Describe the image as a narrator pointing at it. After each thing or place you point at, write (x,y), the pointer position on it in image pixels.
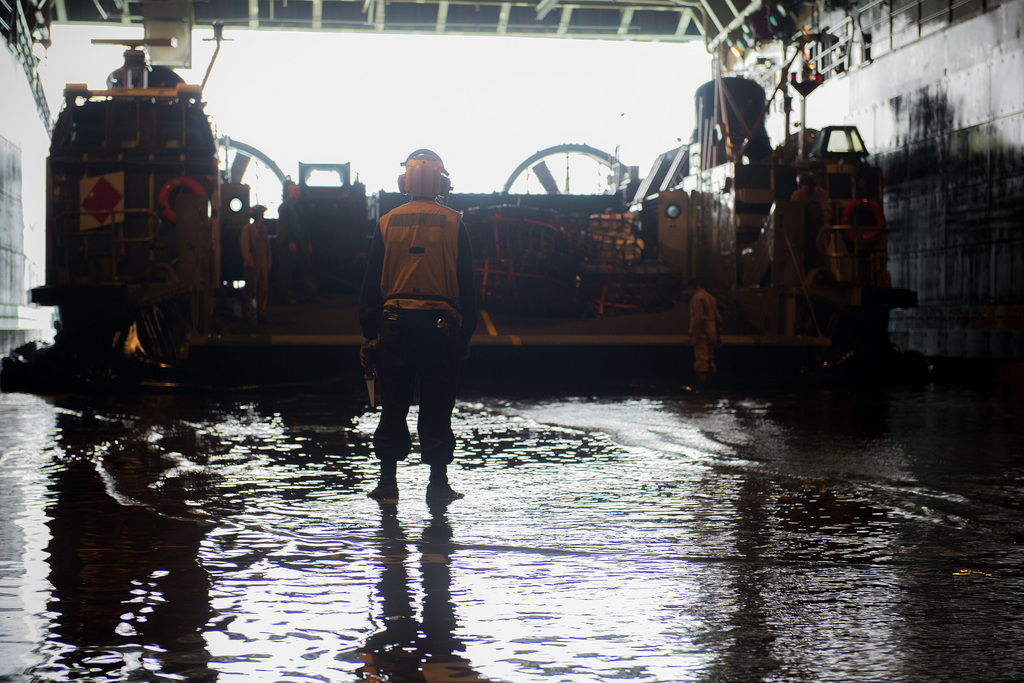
In this picture I can see group of people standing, there is water (846,462), this is looking like a vehicle (631,326), and there is shed (916,61).
